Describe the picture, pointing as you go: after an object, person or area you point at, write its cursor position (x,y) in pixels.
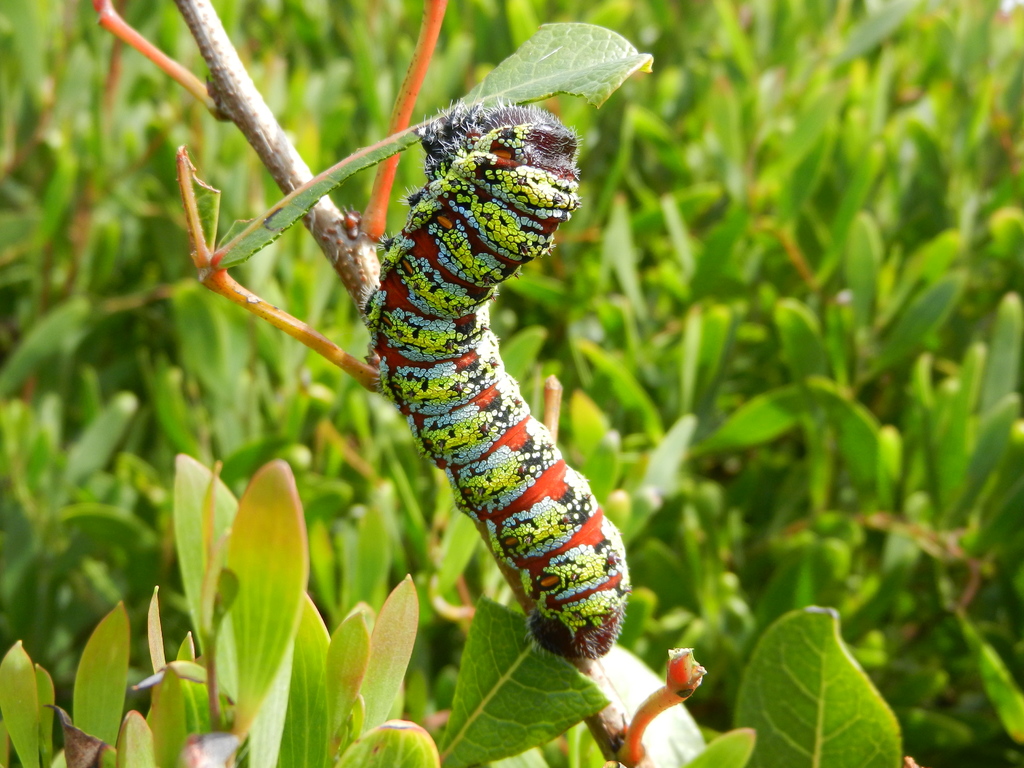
In the picture I can see the caterpillar (459,392) on the stem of a plant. I can see the green leaves (644,526).
